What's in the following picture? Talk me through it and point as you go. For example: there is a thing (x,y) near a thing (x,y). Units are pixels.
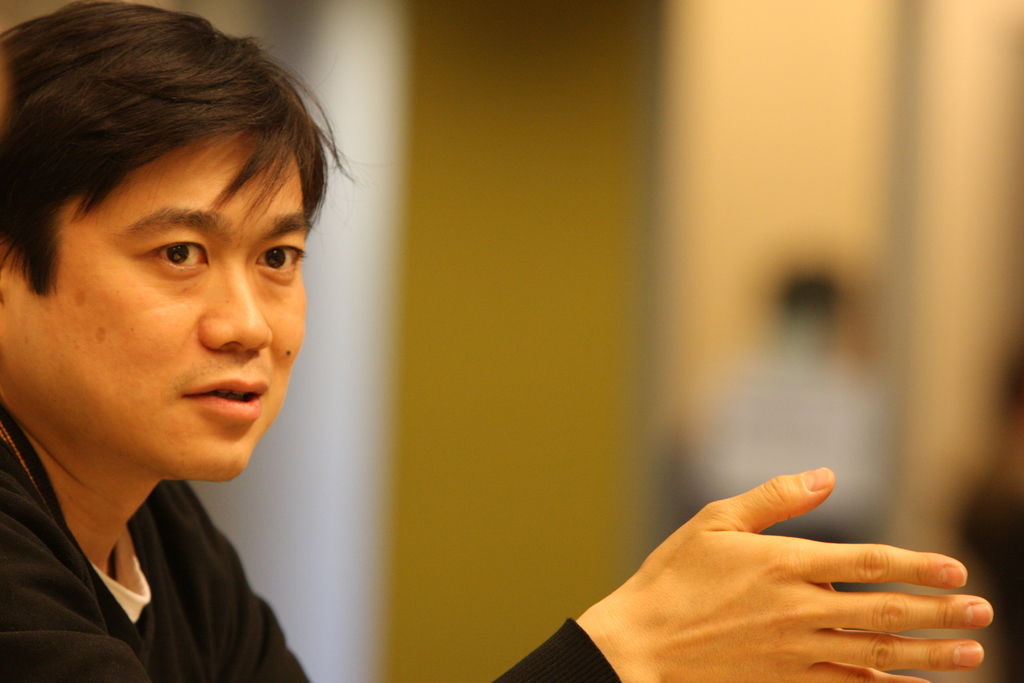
In this picture I can see a man (220,370) in front (809,648) and I see that he is wearing a black color t-shirt (53,636). I see that it is blurred in the background (867,208).
